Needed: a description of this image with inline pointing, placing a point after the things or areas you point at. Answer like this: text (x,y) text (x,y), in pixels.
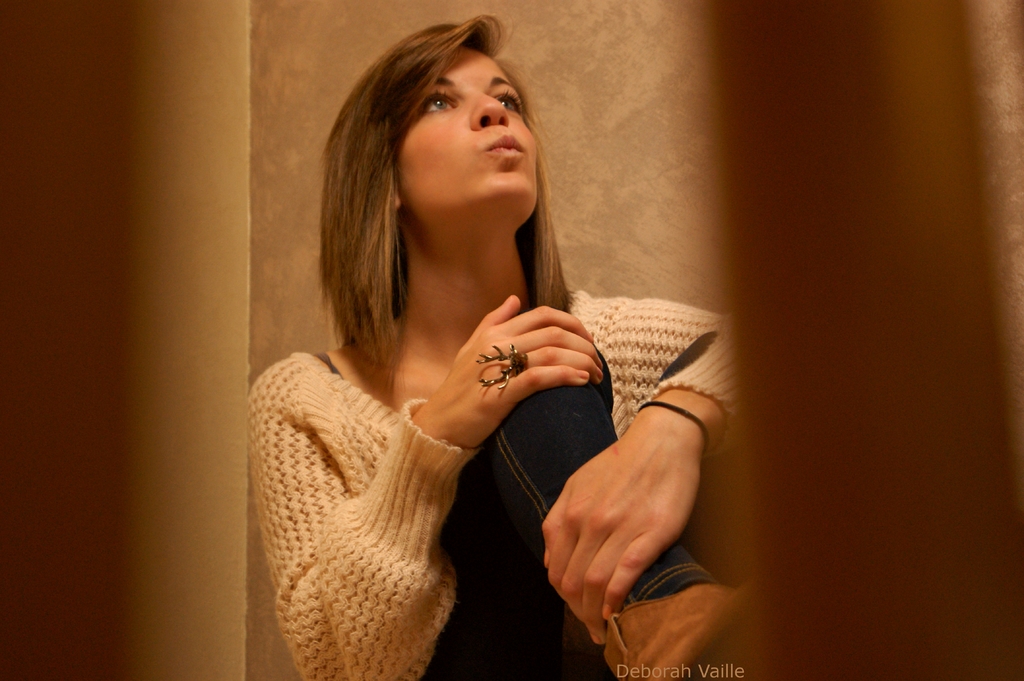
In this image I can see a woman (501,457) is sitting. The woman (484,505) is wearing a sweater (364,507) and a pant (529,461). In the background (607,120) I can see a wall (607,137).
